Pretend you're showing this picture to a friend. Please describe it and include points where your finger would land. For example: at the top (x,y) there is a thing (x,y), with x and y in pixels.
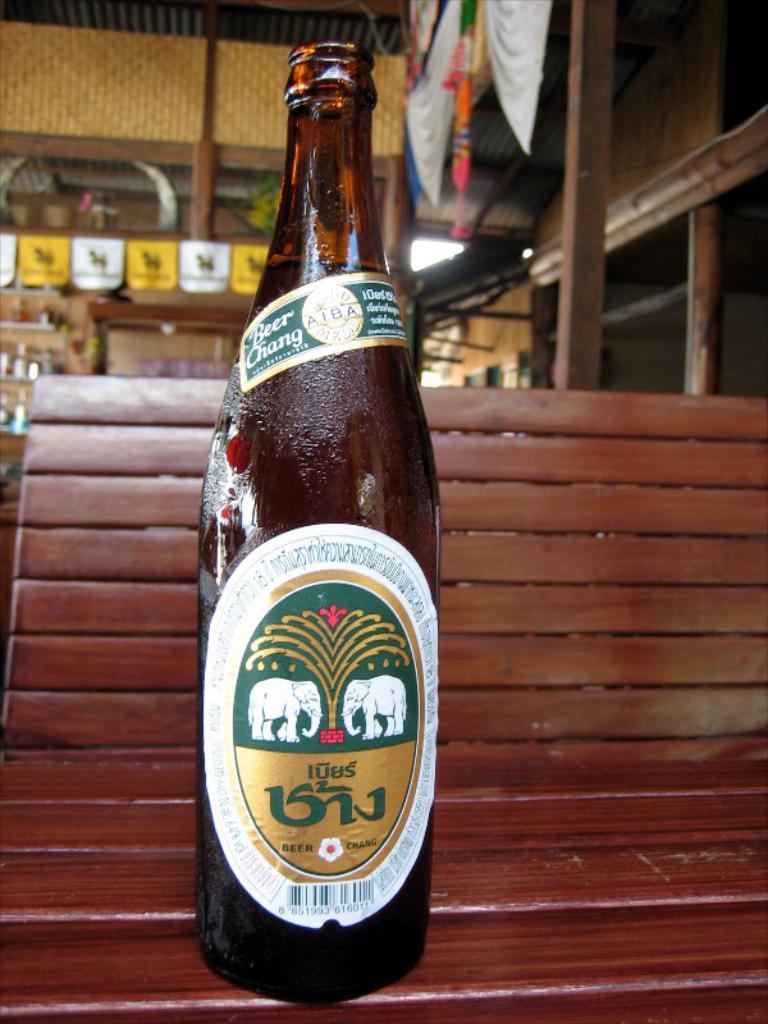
This is the picture of the bottle (407,913) which is on the table (440,438).
